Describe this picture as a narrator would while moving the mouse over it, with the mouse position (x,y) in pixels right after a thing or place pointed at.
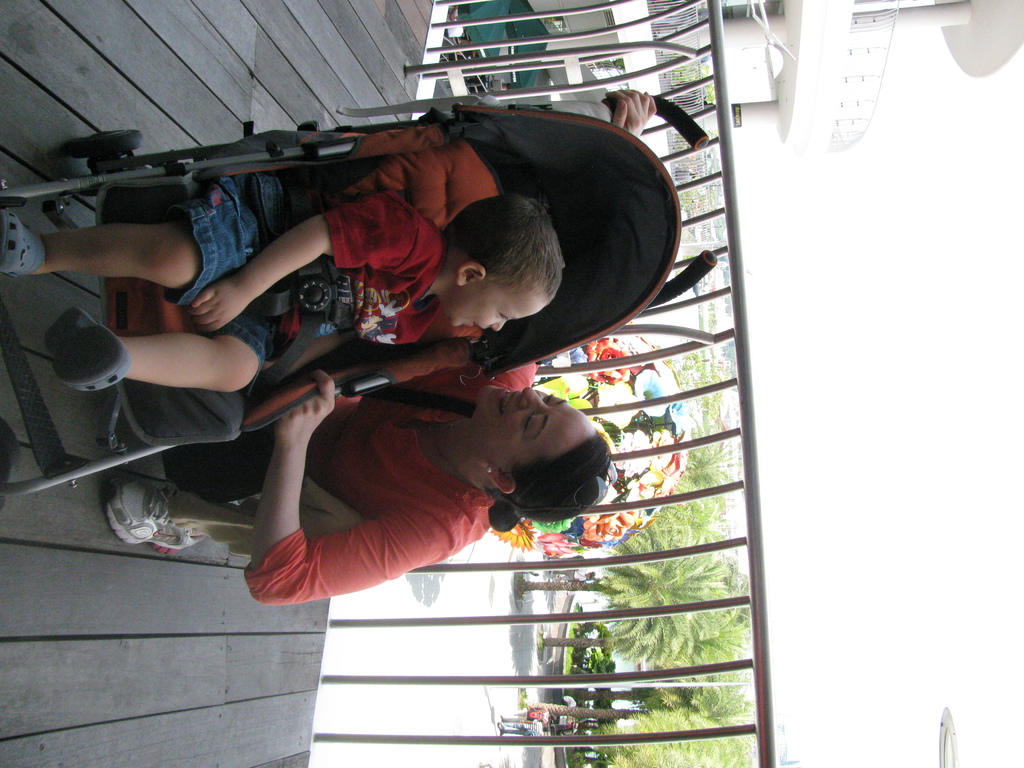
In this image we can see a woman (278,569) wearing red color dress (377,466) crouching down the floor (121,565) and there is a kid (363,319) also wearing red color dress (386,272) sitting in a kid wheel chair (165,217) and in the background of the image (597,647) there is fencing (584,618), there are some trees (642,631) and clear sky (791,365).
